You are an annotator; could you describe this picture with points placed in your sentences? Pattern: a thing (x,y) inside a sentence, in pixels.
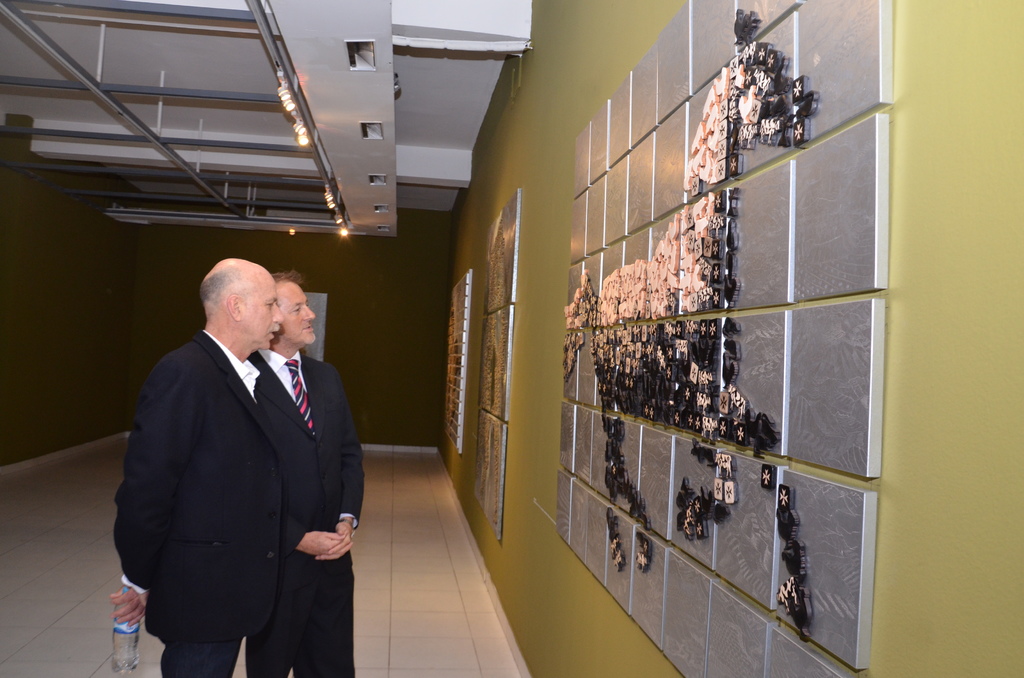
In this image we can see two persons (223,558), one of them is holding a bottle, there are lights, roof (329,80), also we can see the art (598,528) on the wall (431,394).
